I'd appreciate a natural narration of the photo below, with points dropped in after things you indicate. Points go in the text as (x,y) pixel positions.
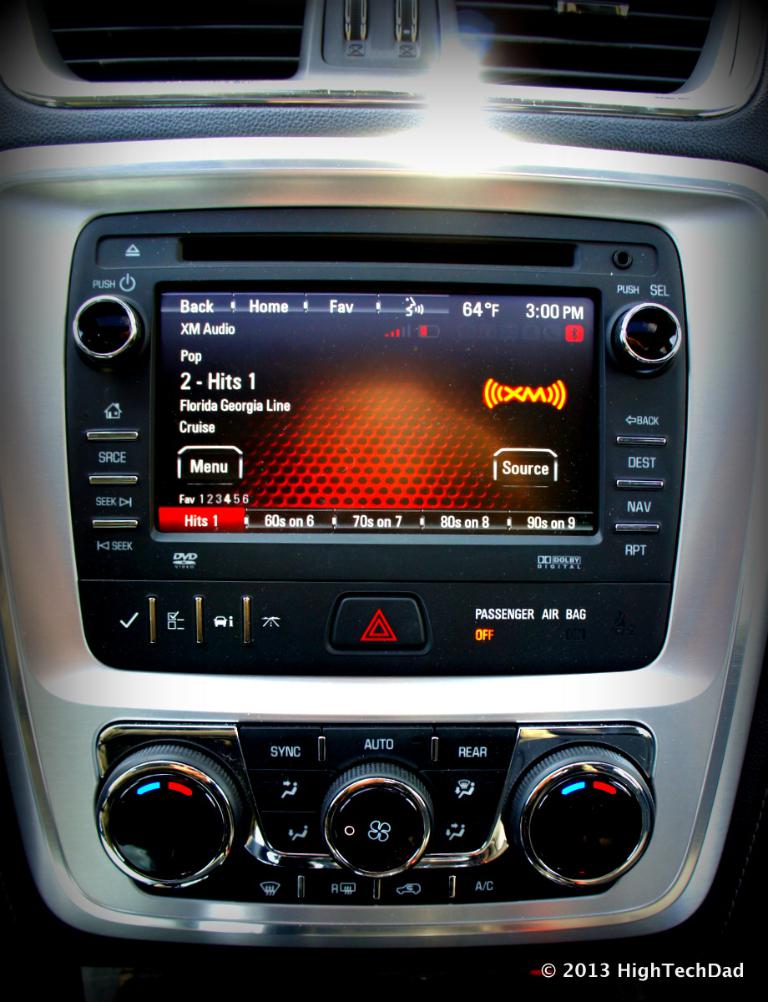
In this image we can see the car stereo music system (348,463) and this is a watermark (669,970).
